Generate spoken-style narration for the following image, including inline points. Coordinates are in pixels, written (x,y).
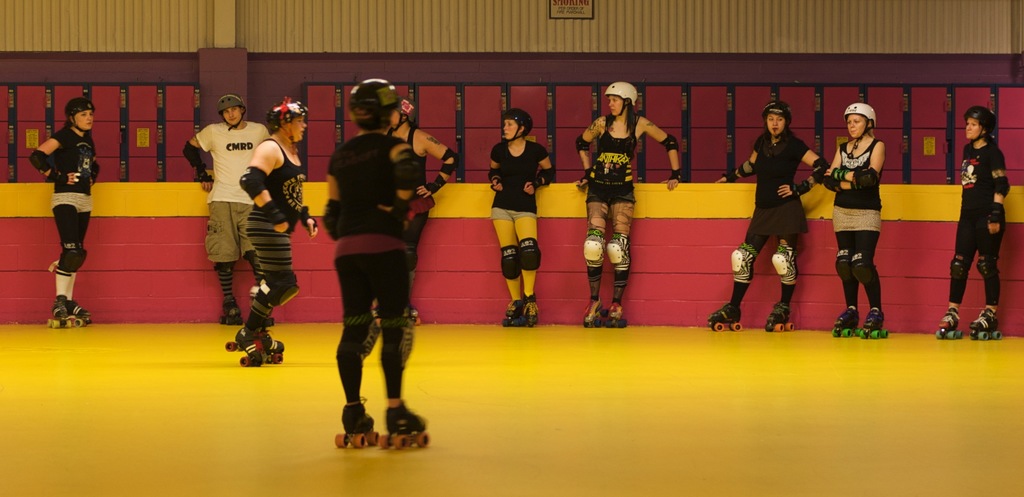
In this picture, we see many people (760,243) are standing. They are wearing the roller skates (530,302). The man (392,243) in the black T-shirt (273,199) is skating. At the bottom (634,401), we see the floor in yellow color. Behind them, we see a wall (480,206) in red and yellow color. In the background (493,63), we see a brown wall (294,85). At the top (551,0), we see a board (559,13) with some text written on it. This picture might be clicked in the indoor stadium (476,208).
